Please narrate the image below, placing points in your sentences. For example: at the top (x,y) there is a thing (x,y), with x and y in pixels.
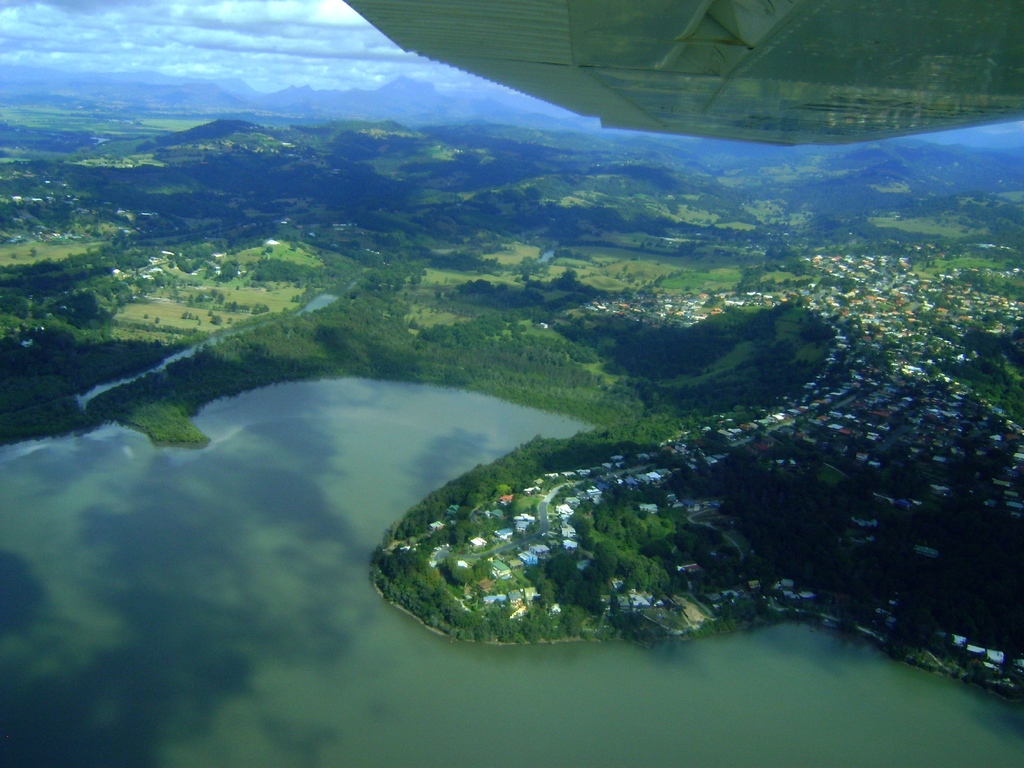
In this image we can see a large water body (406,453), a group of trees (635,528), buildings (625,309), the hills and the sky (265,79) which looks cloudy. On the top of the image (817,134) we can see the wing (834,134) of an airplane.
